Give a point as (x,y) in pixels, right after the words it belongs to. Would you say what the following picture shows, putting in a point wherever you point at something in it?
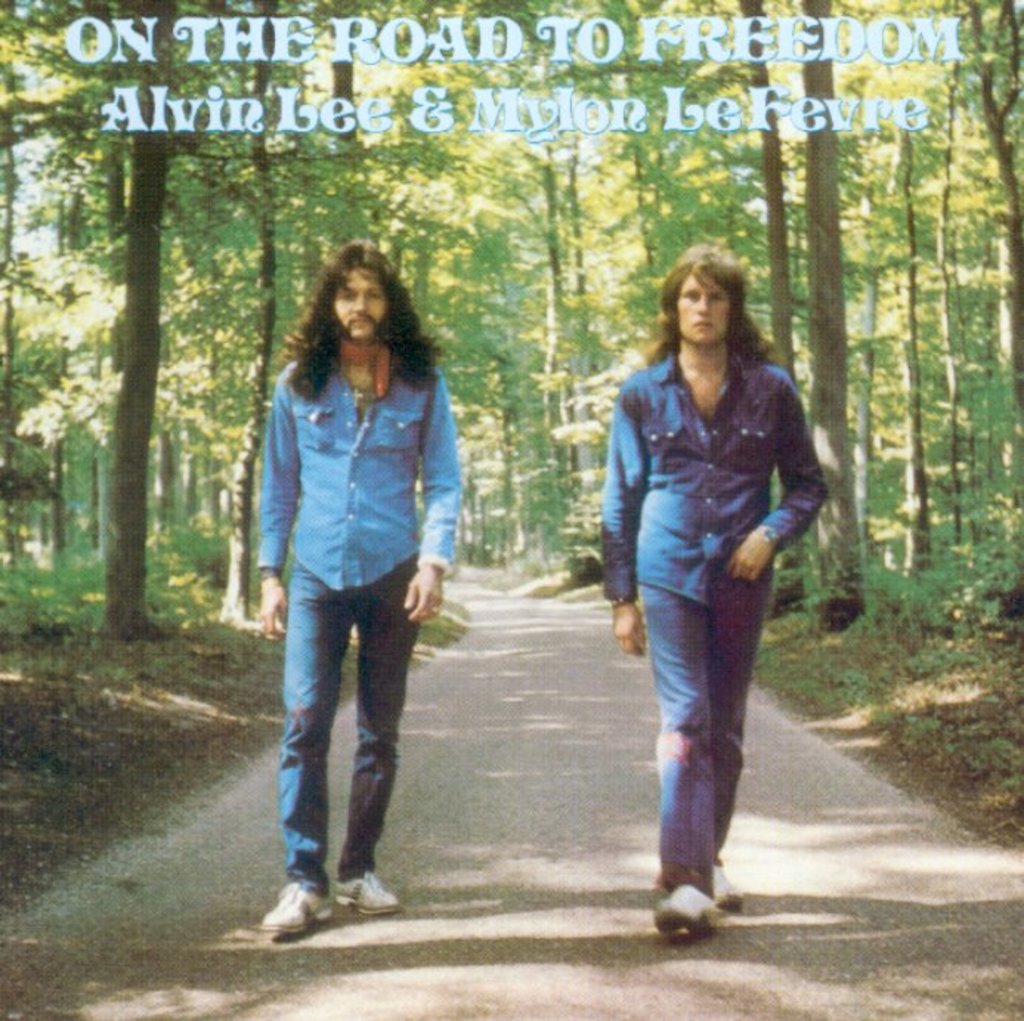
In this image we can see two persons (702,490) walking on the road (624,959) and there are some trees (57,507) in the background (778,74) and we can see some text (400,59) on the image.
